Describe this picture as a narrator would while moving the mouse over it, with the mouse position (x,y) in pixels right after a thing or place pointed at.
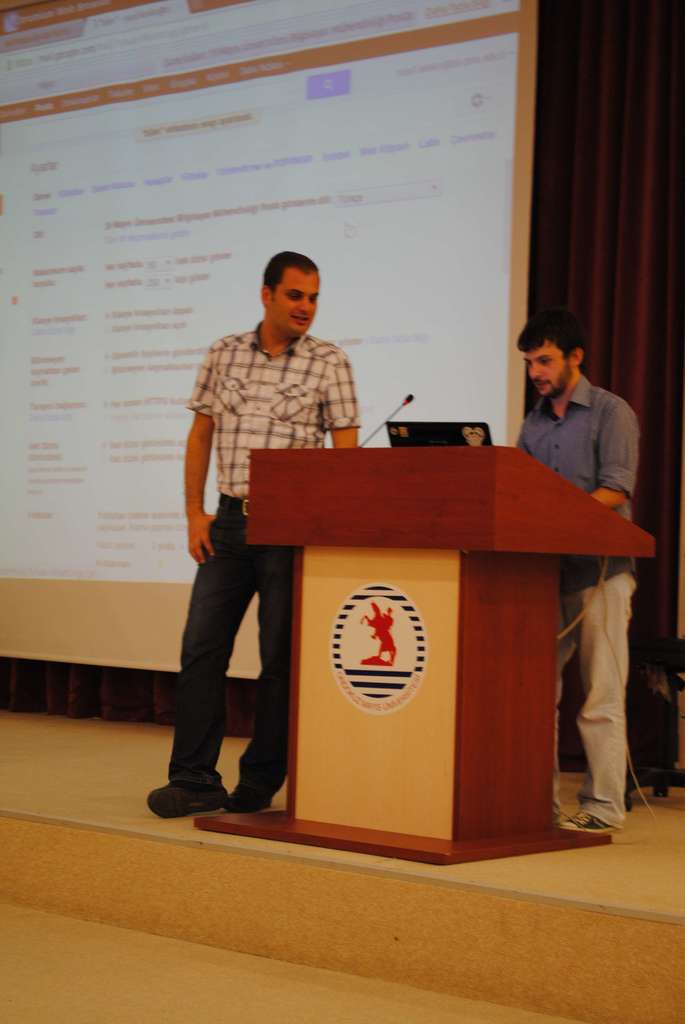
In this image we can see two persons (594,436). In front of the person (584,445) we can see a podium (365,710). On the podium (400,518), we can see a laptop (413,438) and a mic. Behind the persons (312,403) there is a curtain (643,240) and a projector screen (388,361). On the screen (275,126) we can see some text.
